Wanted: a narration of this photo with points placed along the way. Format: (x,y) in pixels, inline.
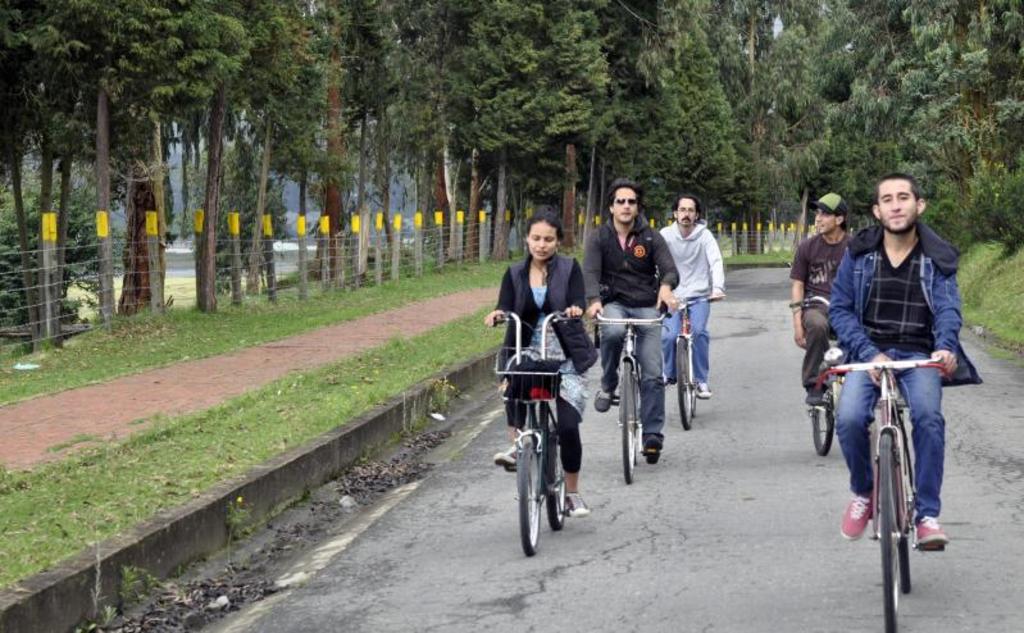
In this picture there are five persons (877,237) who are riding the bicycle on the road (782,548). In the background (345,242) I can see many trees (17,190), plants (1017,195) and grass (13,539). On the left (199,254) I can see the concrete poles (107,267) and steel wires (371,235) are connected to it. in the back (769,237) I can see the fencing (754,230).
